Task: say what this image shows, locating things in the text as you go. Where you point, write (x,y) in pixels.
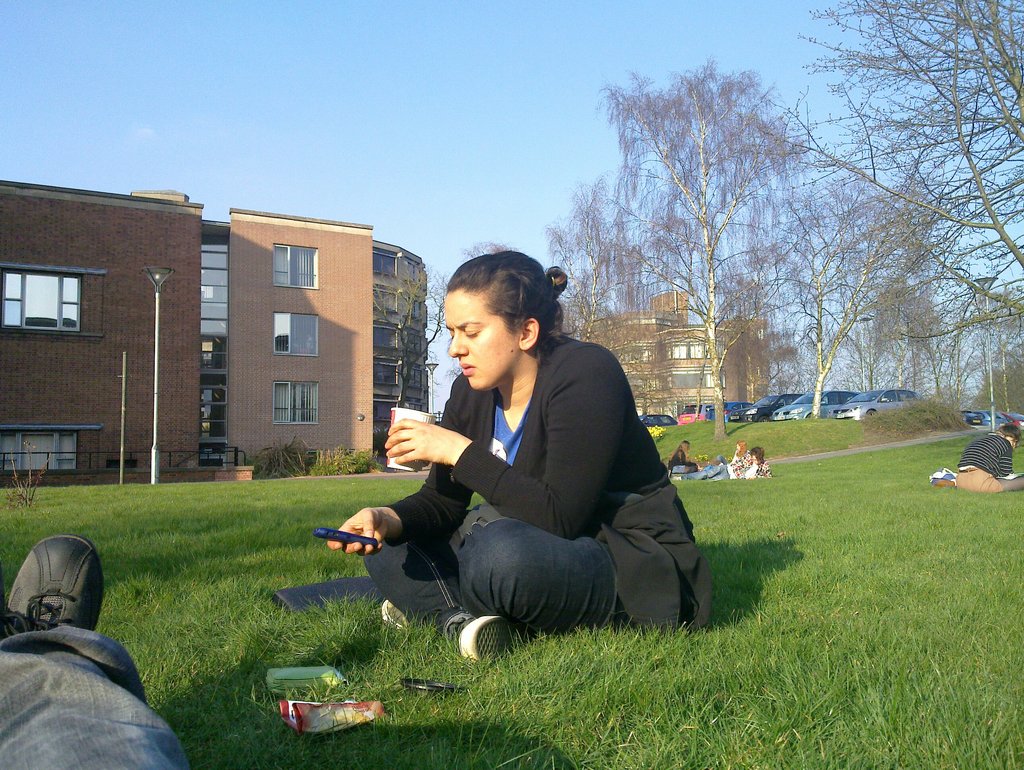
In this image, we can see green grass (473,689) on the ground (280,633), there is a woman (580,552) sitting on the grass (692,648), in the background (743,443) there are some people (688,459) sitting, we can see some cars (784,402), at the left side (315,227) there is a building (324,311), at the top (412,171) there is a blue color sky (373,65).
